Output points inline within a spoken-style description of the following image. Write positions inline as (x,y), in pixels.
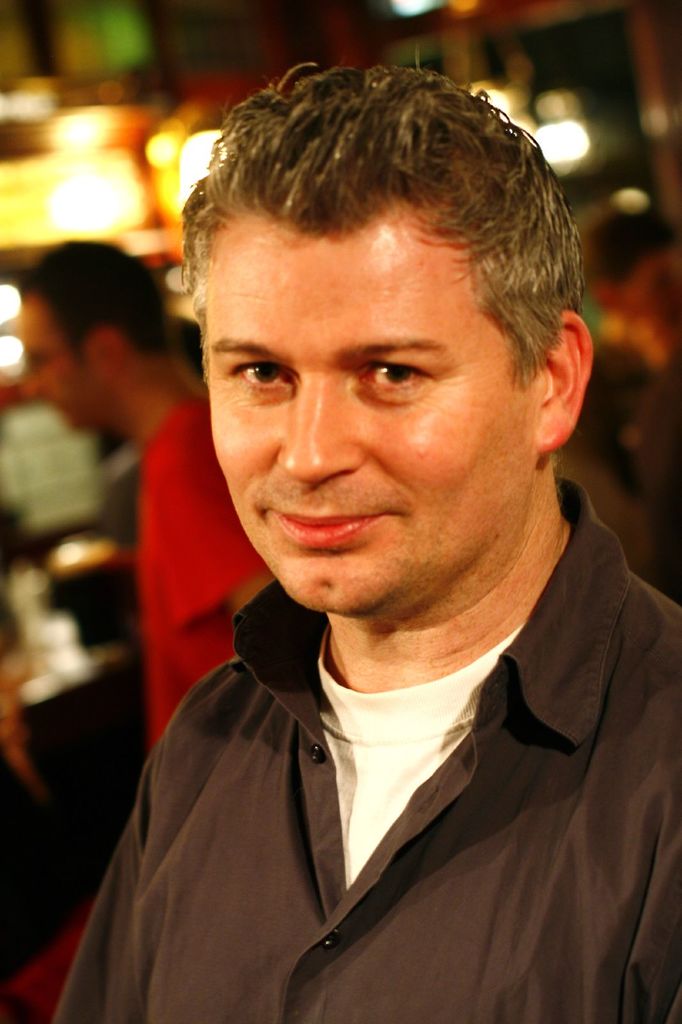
In this image we can see a man (323,770) in the foreground (279,805). Behind the man (295,618) there are few more persons (120,278) and lights (14,302). The background of the image (89,302) is blurred.
